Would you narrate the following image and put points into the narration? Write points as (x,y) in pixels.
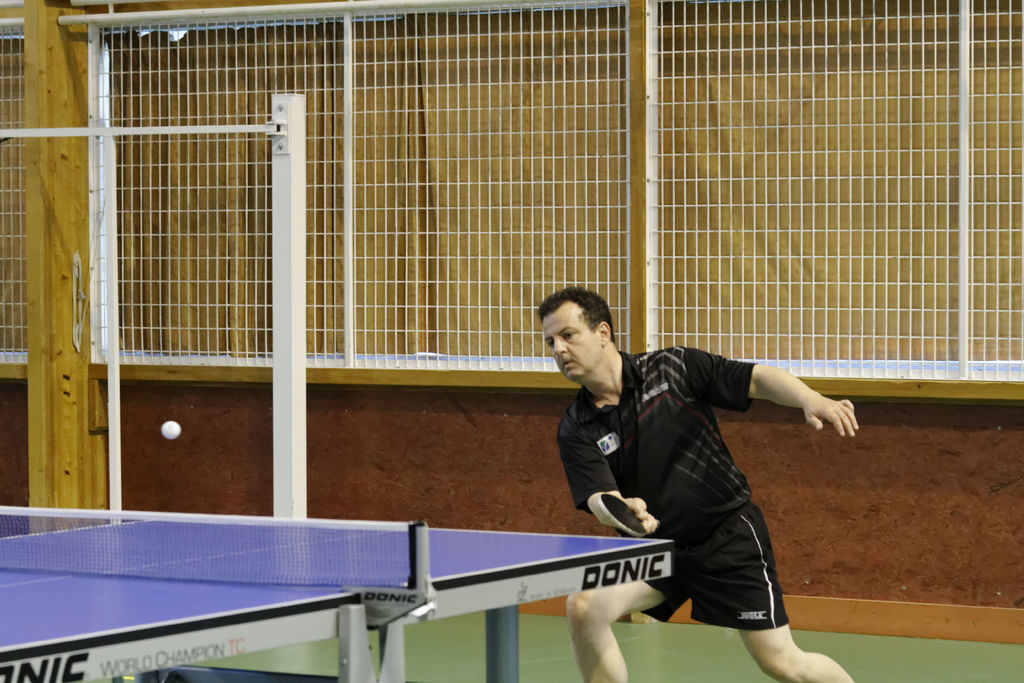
In this image, there is a person (684,449) wearing clothes (673,439) and playing a table tennis. This person (664,427) is holding bat (623,525) with his hand (635,496). There is a table (95,584) and ball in the bottom left of the image (86,605).
